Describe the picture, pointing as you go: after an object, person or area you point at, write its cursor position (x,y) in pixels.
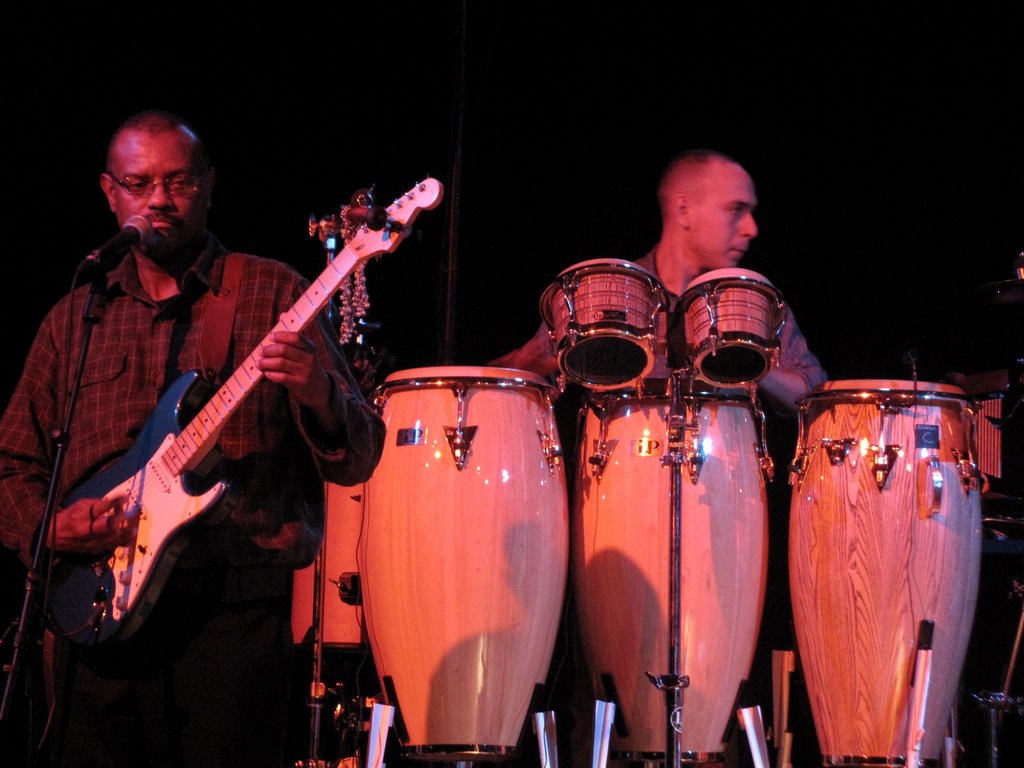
In this image there are two persons (242,408) playing a musical instruments (484,447).
